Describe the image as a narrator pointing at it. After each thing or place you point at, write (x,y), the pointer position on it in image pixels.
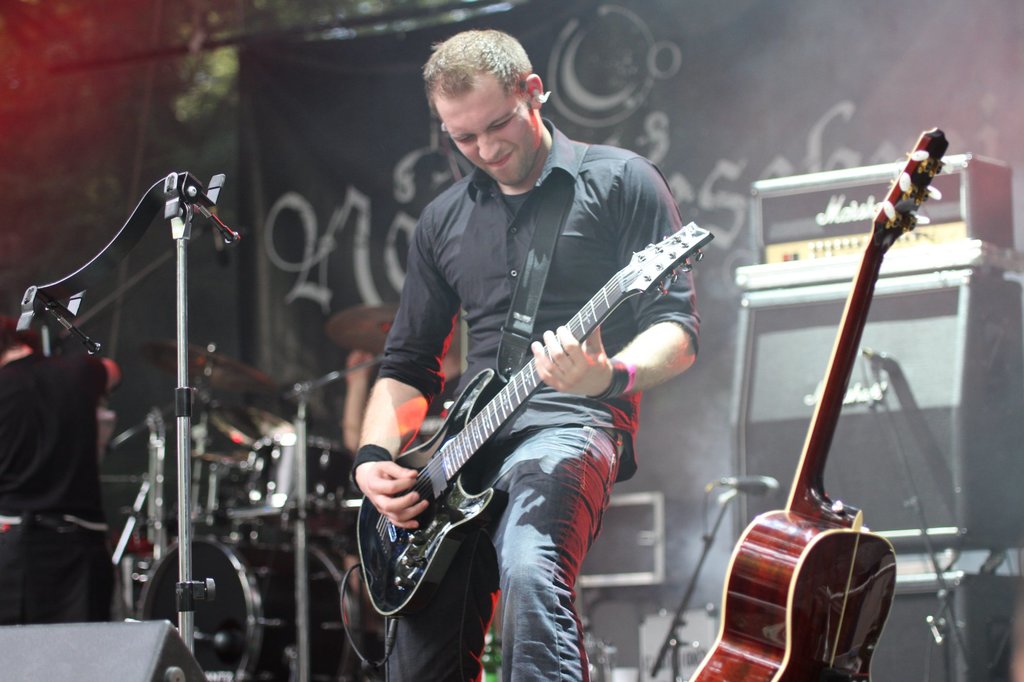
This picture shows a man (489,207) standing and playing a guitar (434,538) in his hands (600,334) in front of a mic (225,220) and a stand (189,515). There is a guitar (754,578) in the right side (811,470). In the background (798,364) there are some speakers (779,364) and drums (281,553) here. We can observe a poster (630,147) in the black color here.
